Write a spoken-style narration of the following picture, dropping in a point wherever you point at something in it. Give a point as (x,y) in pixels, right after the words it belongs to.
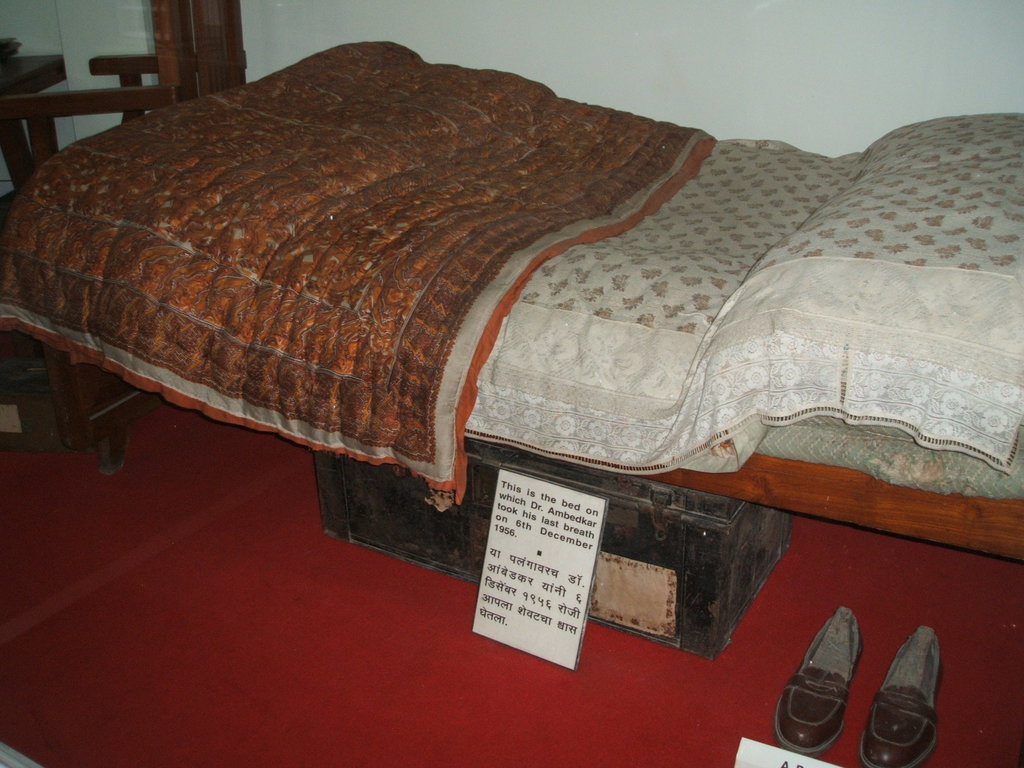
In this picture there is a bed (399,345). On the bed (643,379) there is bed sheet (589,383), blanket (488,339) and pillow (830,372). Below the bed (752,472) there is a trunk (711,563) and shoes (837,699) beside it. In front of the trunk (606,614) there is a small board (553,591) with text (534,564) on it. To the above left corner of the image (82,104) there is a chair (96,99). There is carpet (223,694) on the floor (258,702). In the background (682,69) there is wall (814,60).
